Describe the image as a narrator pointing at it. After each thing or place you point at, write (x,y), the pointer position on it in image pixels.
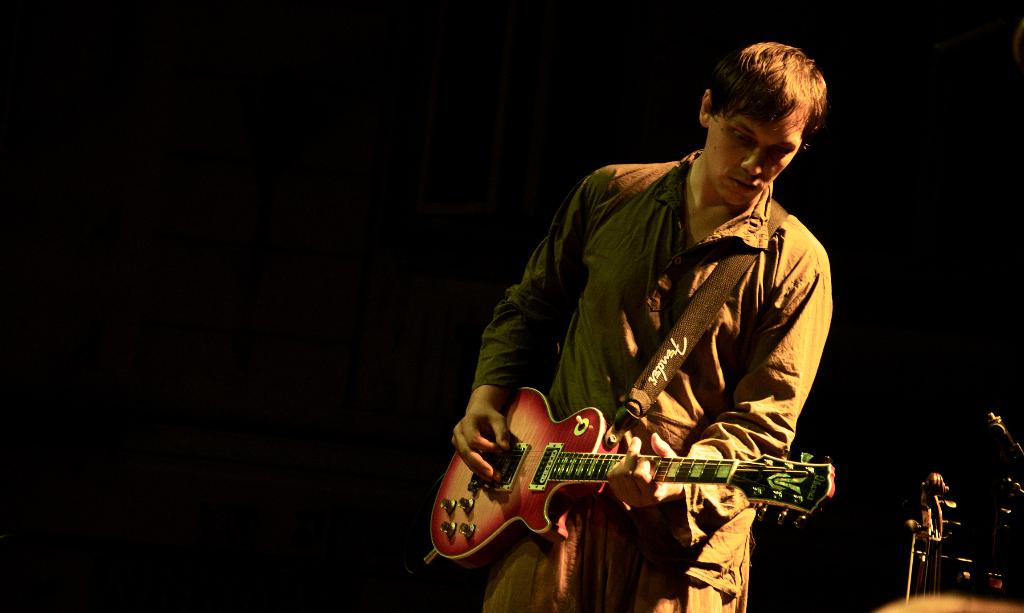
This person (716,162) is playing guitar (588,454) and looking downwards. This guitar (533,441) is in red and white shade.
